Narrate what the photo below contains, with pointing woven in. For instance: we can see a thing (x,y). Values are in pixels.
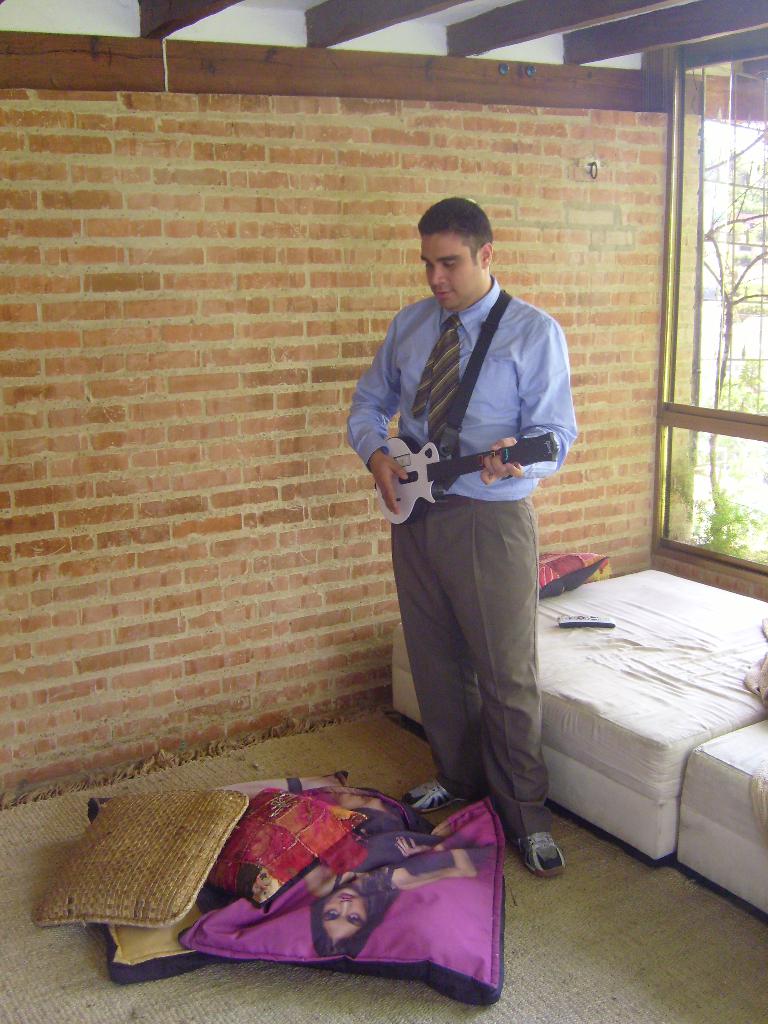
In this picture there is a blue shirt guy (494,383) holding a guitar (517,448), behind him a white sofa (638,663) is placed on the floor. The man (437,280) is looking on to the pillow (357,919) shaped as a lady (360,934) which is placed onto the floor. In the background (145,545) there is a brick wall (199,191) and to the top of it there is a wooden made roof (444,79).
